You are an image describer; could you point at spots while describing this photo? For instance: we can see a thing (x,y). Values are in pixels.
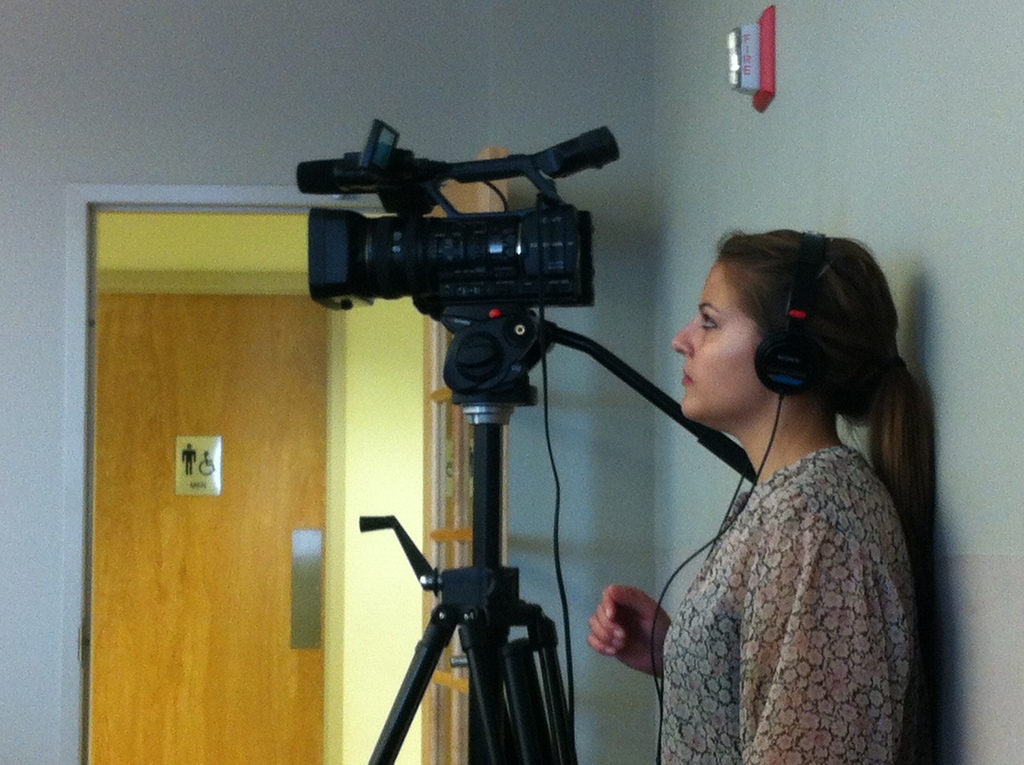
In this image I can see a person (779,477) is wearing headsets (820,249). In front (540,350) I can see the camera (556,295) on the stand (531,336). Back I can see the door (195,414) and the wall (102,263).
